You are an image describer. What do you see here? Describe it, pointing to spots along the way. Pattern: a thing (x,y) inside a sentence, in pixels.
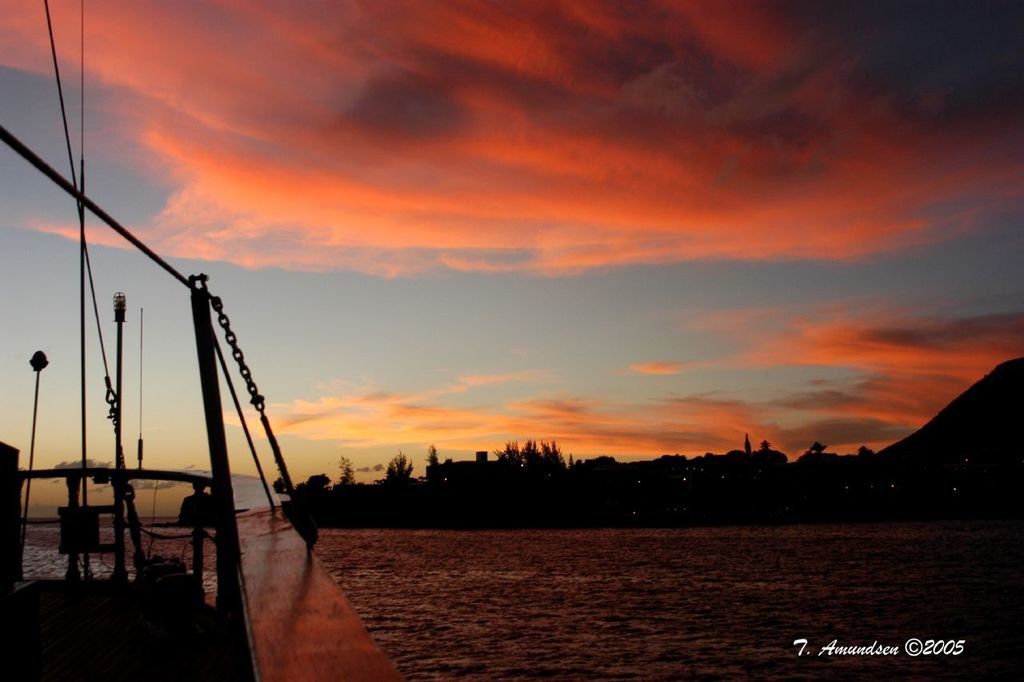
In this picture we can see a boat (12,636) in the water (207,567) on the left side (288,481). There is a watermark (863,643) on the right side (951,647). There are few trees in the background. Sky (495,354) is cloudy.
